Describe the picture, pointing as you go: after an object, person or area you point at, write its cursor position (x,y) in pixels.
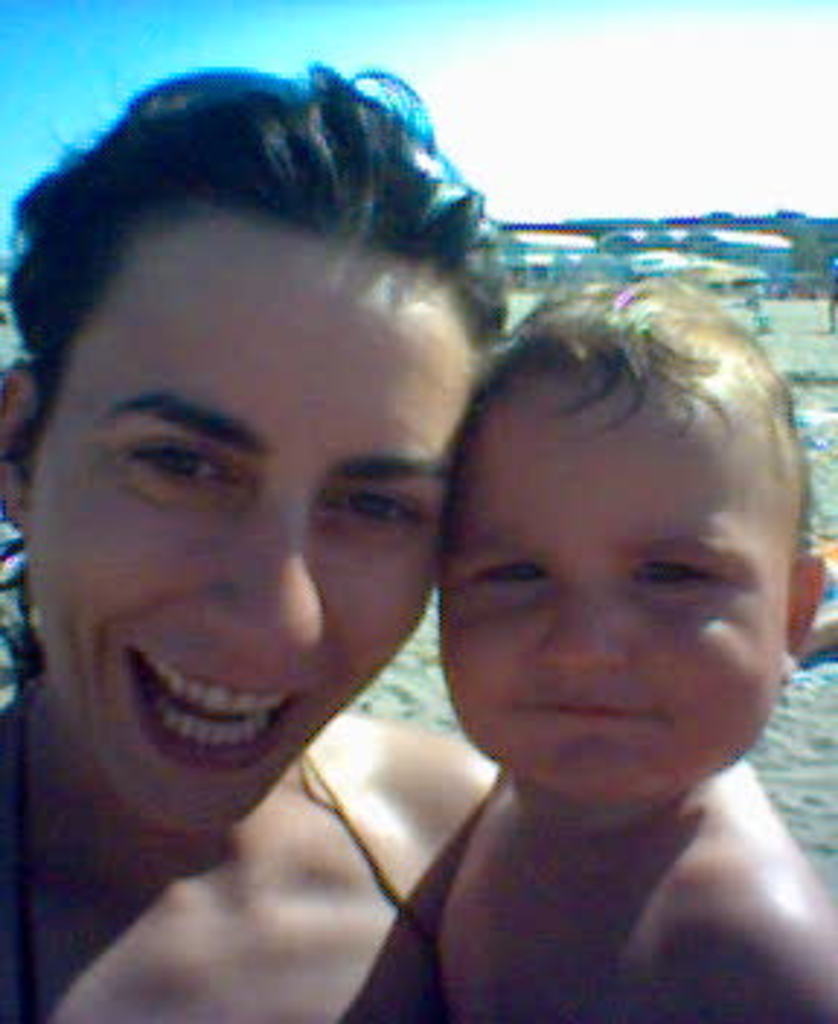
This picture shows a woman (334,852) holding a baby (755,455) in her hand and we see buildings (542,254) and a umbrella (713,272) and a blue cloudy sky (597,126) and we see a human (800,651) on the ground (825,695).
